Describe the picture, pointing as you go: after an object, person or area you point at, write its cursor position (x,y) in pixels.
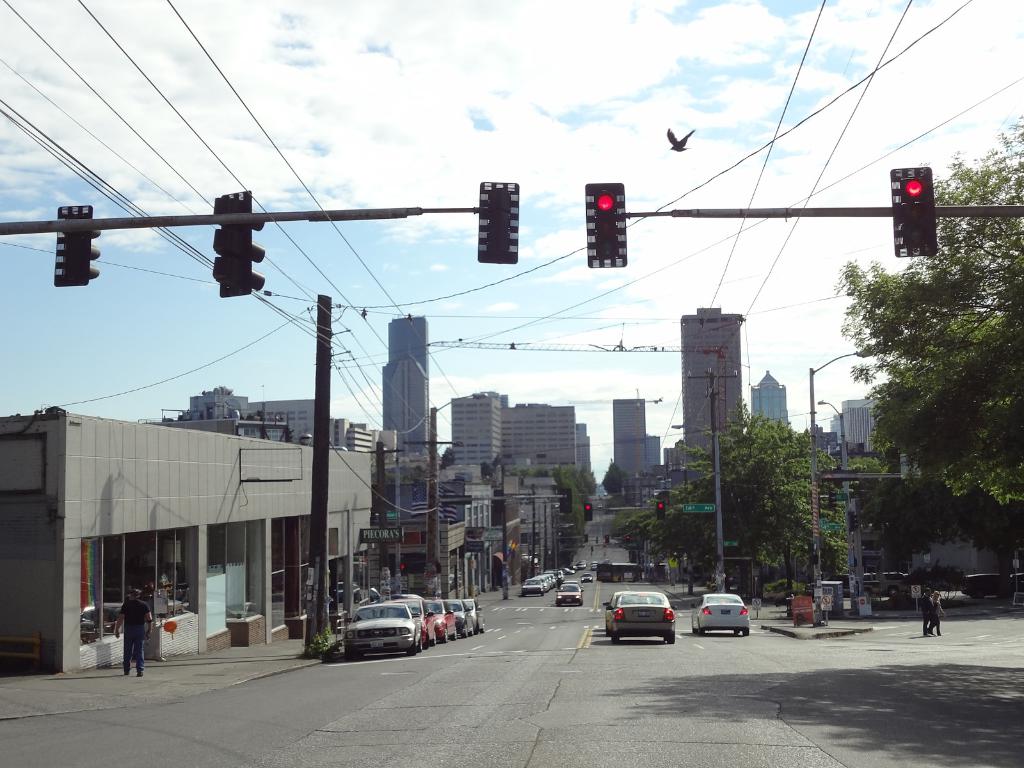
In this picture we can see vehicles (399,634), people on the road (508,720), here we can see traffic signals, buildings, trees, electric poles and some objects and in the background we can see a bird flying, sky (930,20).
